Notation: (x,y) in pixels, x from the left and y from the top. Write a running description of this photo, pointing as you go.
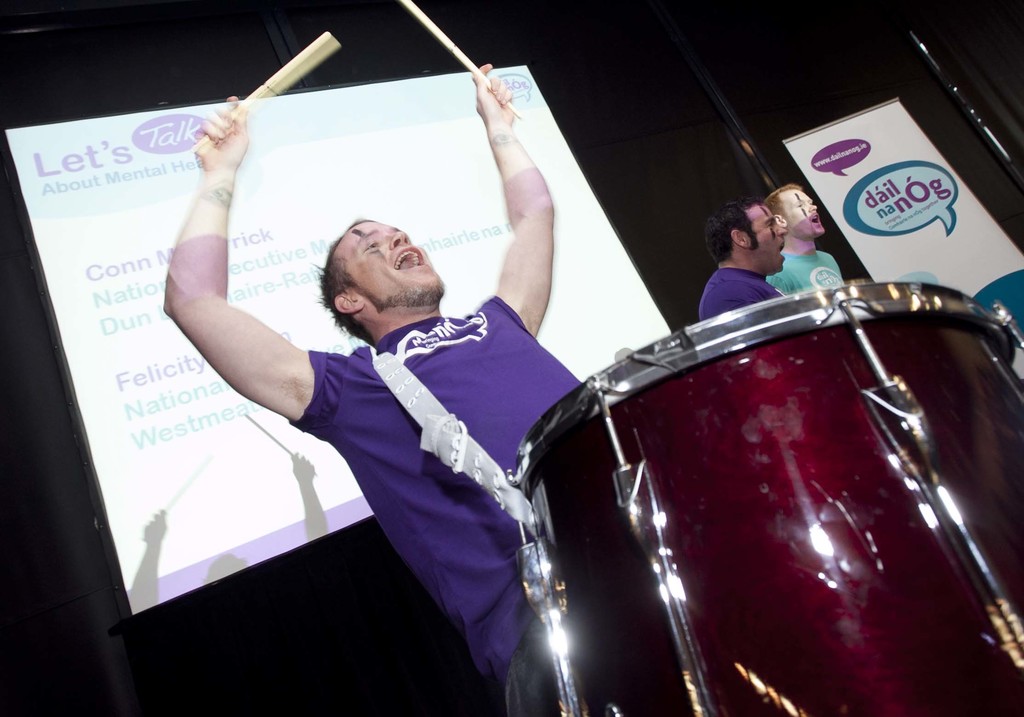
In front of the image there is a man (519,444) standing and holding sticks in his hands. And there is a musical instrument (638,450). Beside him there are two men (755,231). In the background (31,204) there is a screen (175,225) with text (232,282). Behind the screen (149,462) there are black curtains (113,71). On the right side of the image (878,210) there is a banner (892,230) with text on it.
